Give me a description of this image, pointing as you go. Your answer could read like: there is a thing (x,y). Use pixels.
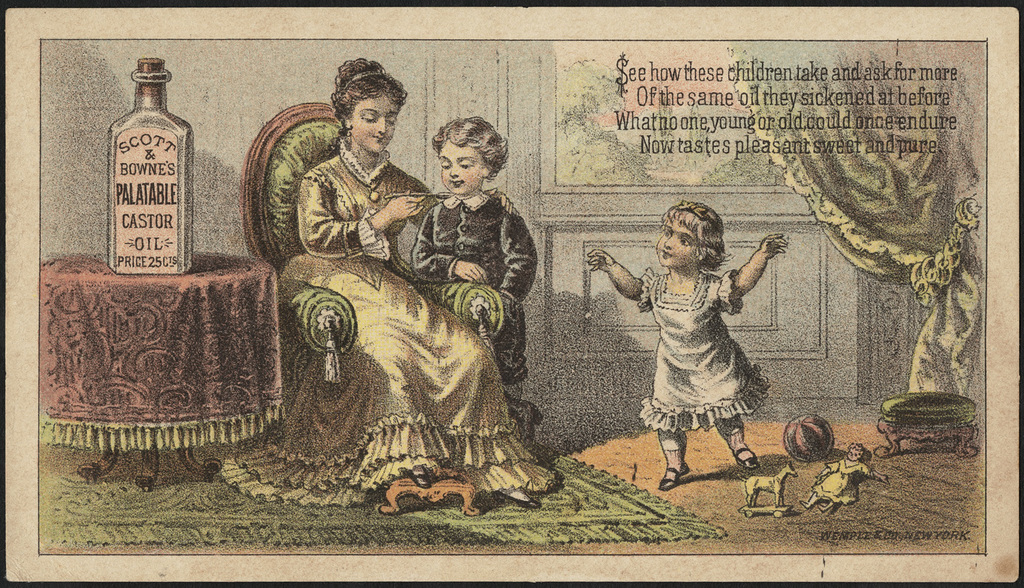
This is an animated image where the persons (391,298) are sitting and standing. In the left (185,297) there is a table (150,306) and on the table (153,281) there is a bottle (141,207) with some text (154,184) written on it. On the floor (773,440) there is a ball (824,430) and there is a stool (941,411) and on the top (761,115) there is some text (842,118) and there is a curtain (860,180).
